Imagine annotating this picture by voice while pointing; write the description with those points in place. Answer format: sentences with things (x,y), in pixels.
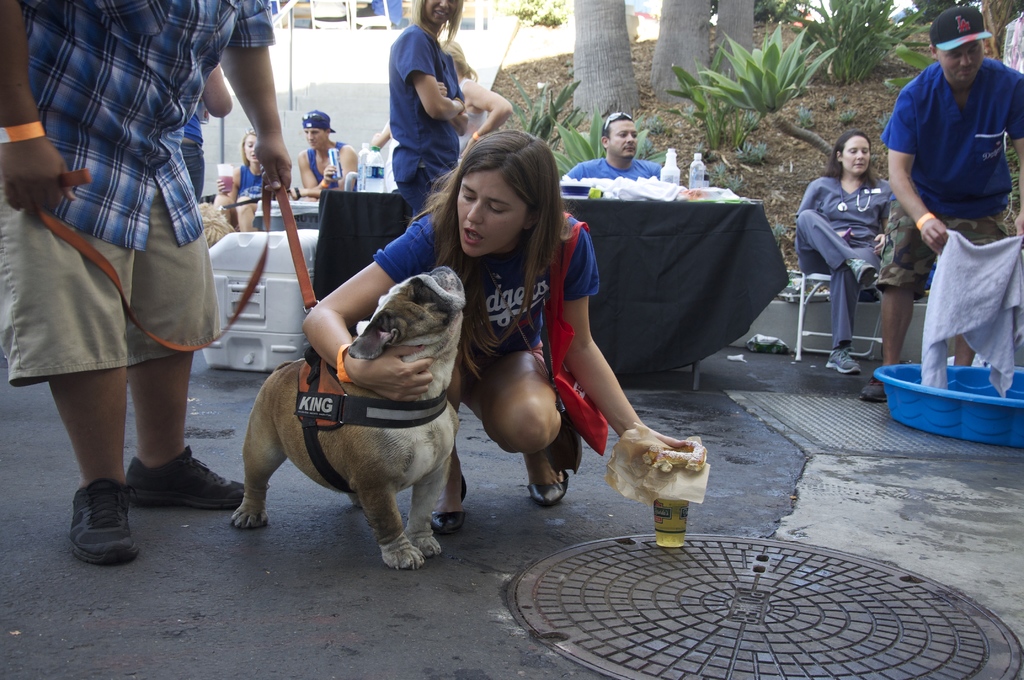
Completely an outdoor picture. This woman (549,292) is holding a dog (389,432) and food (658,469). This man (194,330) is holding a dog (319,368). On this table (729,260) there are bottles (693,182) and things (639,185). These persons (622,138) are sitting on a chair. These are plants (768,62). This is a box (243,317). This is a blue container (951,383). This man (950,184) is holding a cloth (962,310) and wearing cap (944,31).
